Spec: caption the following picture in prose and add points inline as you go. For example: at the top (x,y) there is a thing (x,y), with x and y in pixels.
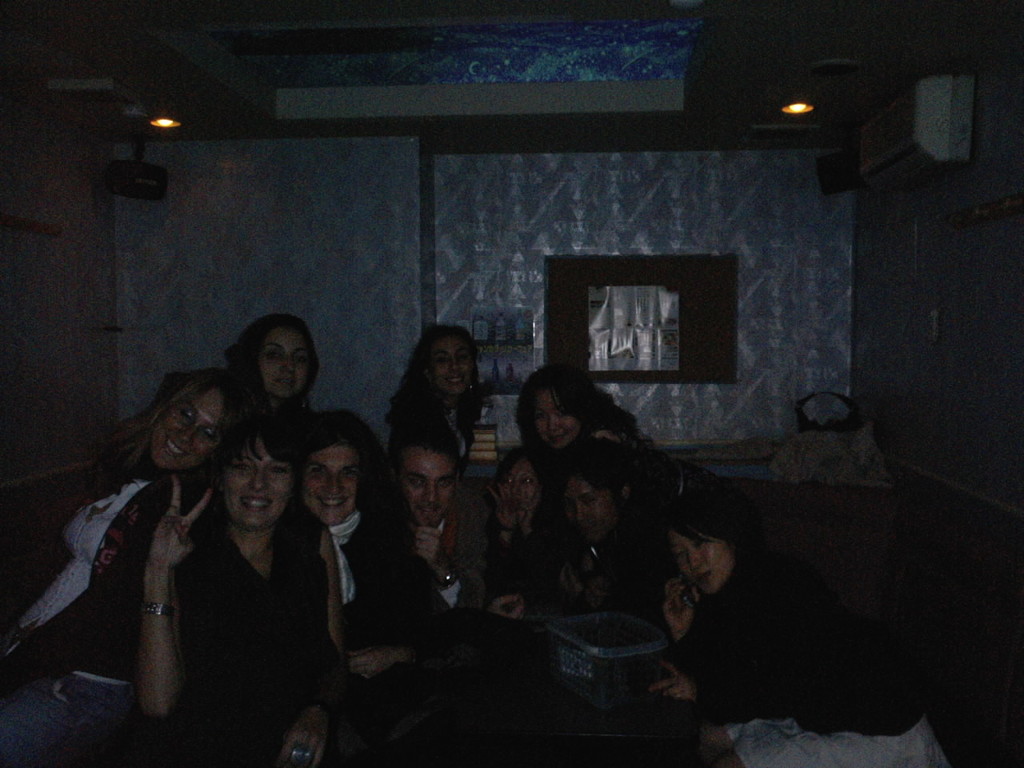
In the picture we can see some group of people (731,691) sitting together and posing for a photograph and in the background (422,254) there is a wall (428,161) and some objects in the shelves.
